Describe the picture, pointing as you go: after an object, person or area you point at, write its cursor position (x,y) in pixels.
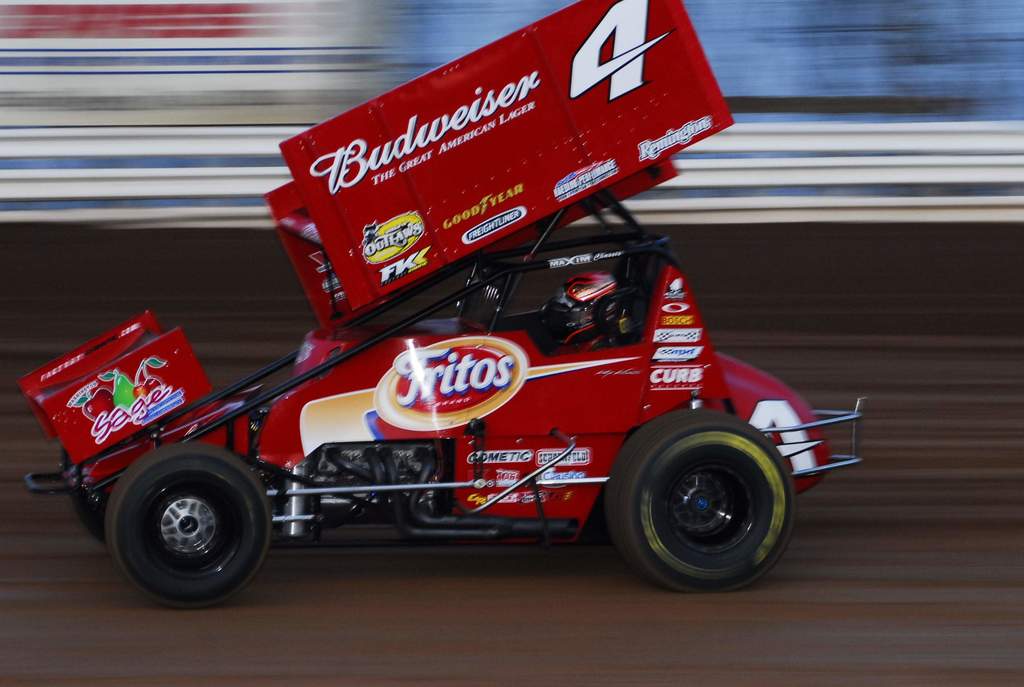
In this image, we can see a person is riding a vehicle (464,537) on the surface (437,607). Background (921,116) we can see a blur view.
